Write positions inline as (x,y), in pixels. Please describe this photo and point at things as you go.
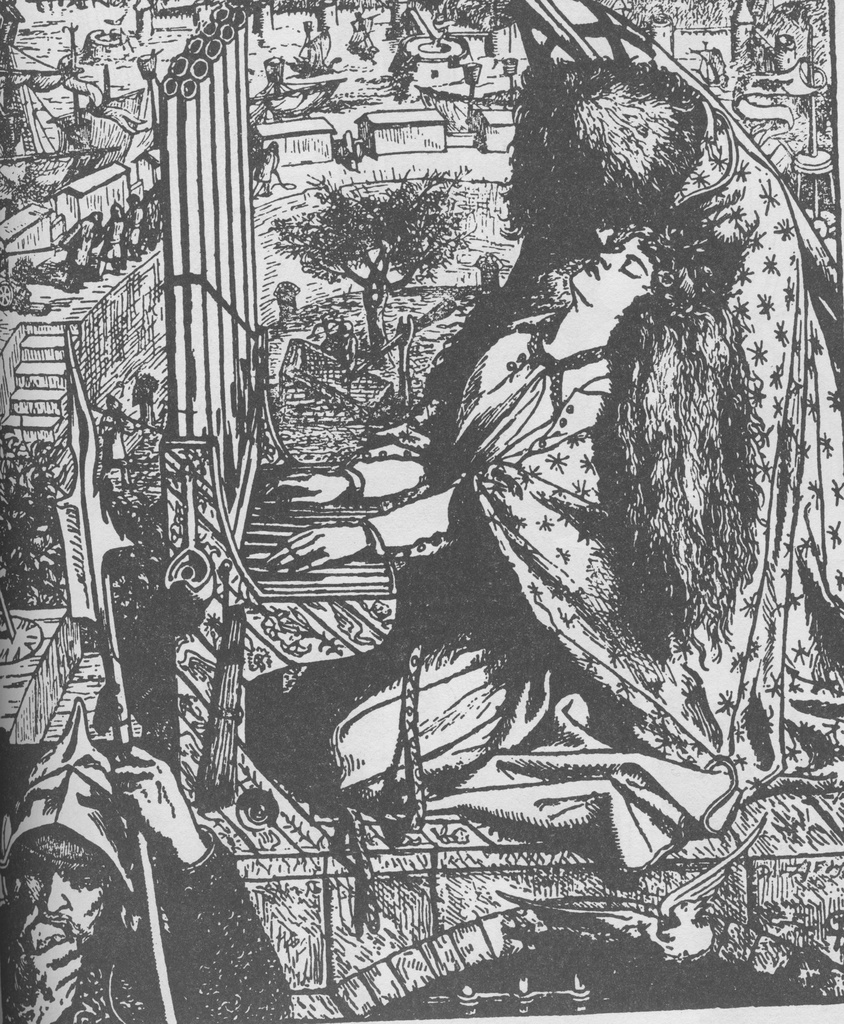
In the picture I can see the illustration art image. In the picture I can see the art of a woman (662,687) and looks like she is playing a musical instrument (287,508). There is a man (137,995) on the bottom left side of the picture (194,893). I can see the art of a few people (142,223) on the road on the top left side (124,249). It is looking like a bird (672,945) on the bottom right side of the picture (699,881).
